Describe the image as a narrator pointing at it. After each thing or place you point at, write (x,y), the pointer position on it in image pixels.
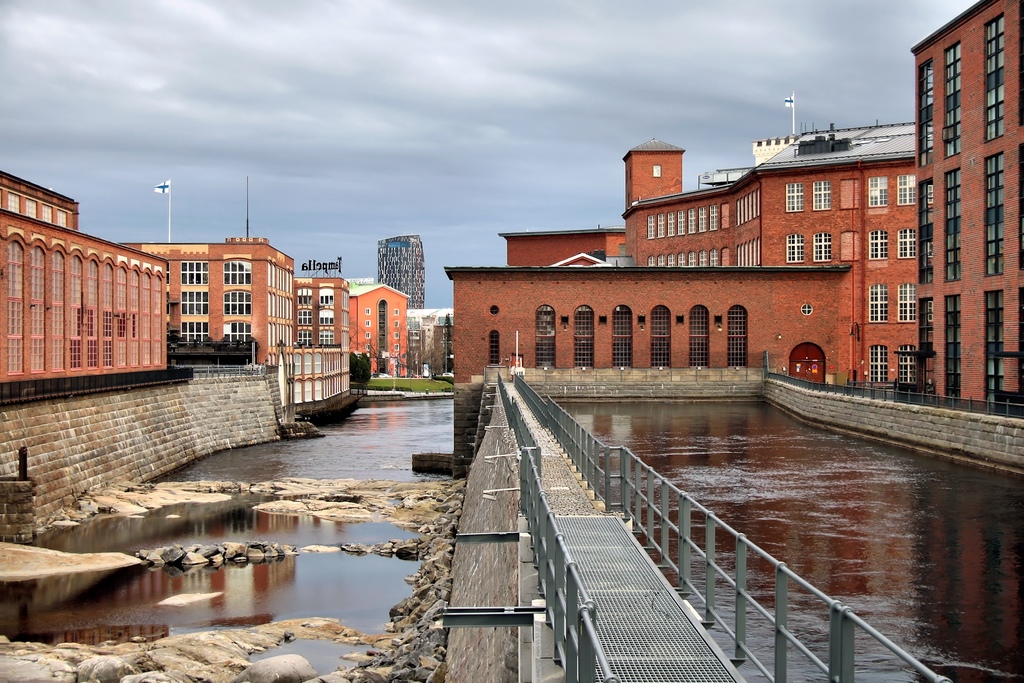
There is a bridge (554,544) at the bottom of this image (573,592). We can see trees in the middle of this image (370,375) and the sky (321,153) is at the top of this image (346,144). We can see water (384,406) on the left side of this image (259,538) and on the right side of this image (796,513) as well.
